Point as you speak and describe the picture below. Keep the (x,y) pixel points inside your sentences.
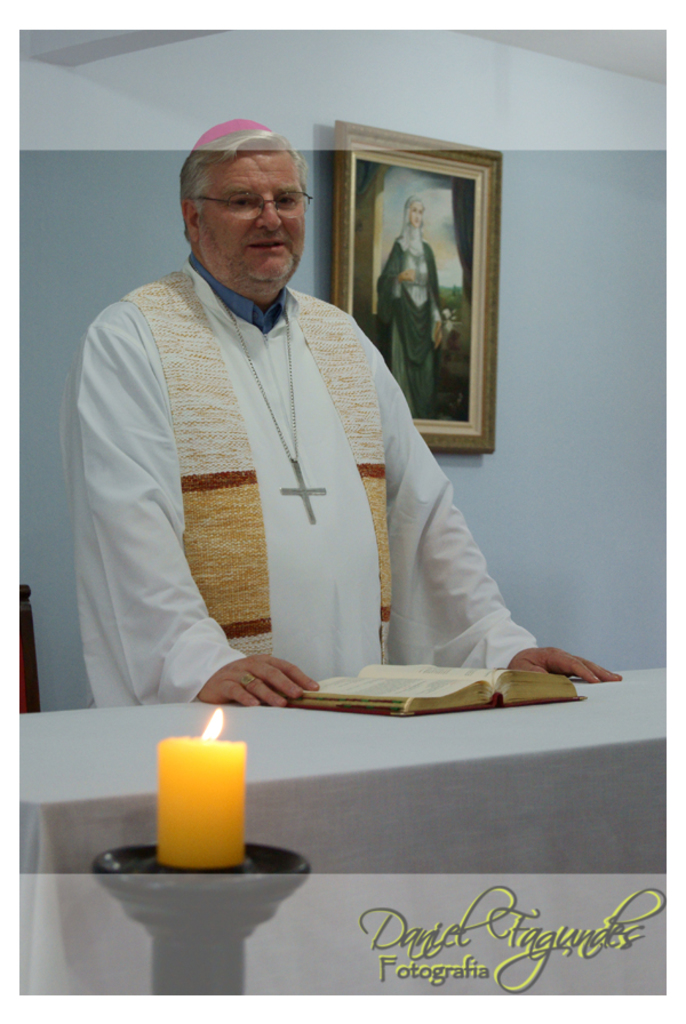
In this picture there is a man (105,504) who is wearing white dress (105,504), cap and locket (270,413). He is standing near to the table (450,777). On the table (665,671) I can see the book (426,704). In the bottom left corner (204,836) there is a candle (221,784) which is kept on this wood (200,923). In the bottom right corner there is a watermark (502,885). In the back (396,271) I can see the frame (415,320) which is placed on the wall (539,412). In the frame (474,316) I can see the person (411,325) who is standing on the ground (463,376).
